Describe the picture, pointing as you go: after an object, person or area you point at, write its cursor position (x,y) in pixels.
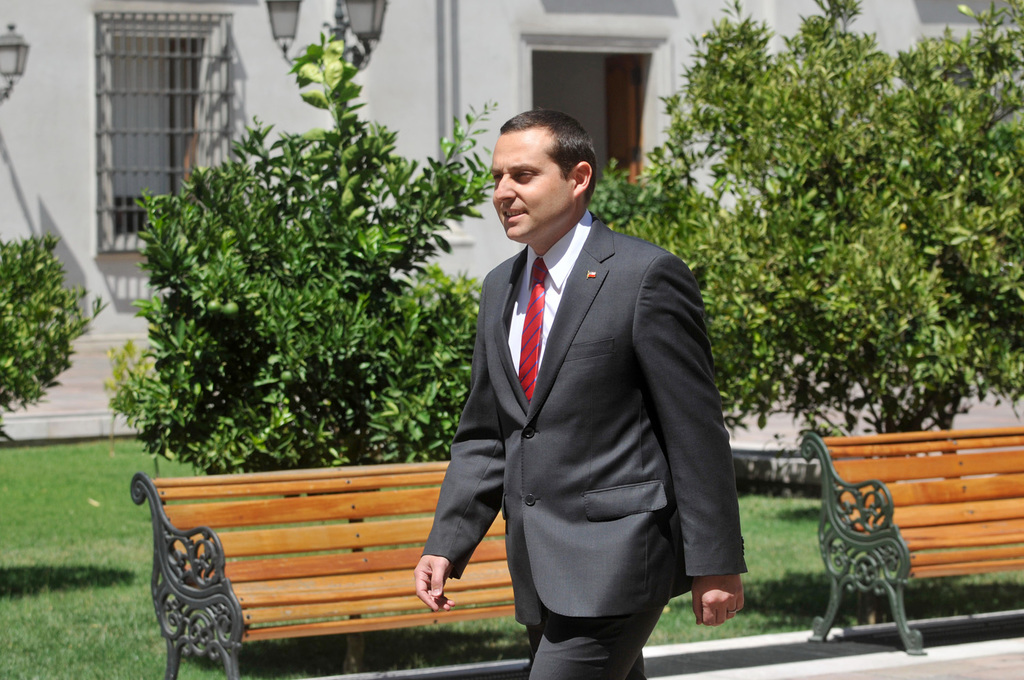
In this picture there is a man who is at the center of the image (566,448) and who is moving towards the left side of the image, there are two benches (245,581) behind the man (639,441) in the image there are some trees (225,221) around the area of the image and there is a building (153,75) behind the man (694,443) in the image.
